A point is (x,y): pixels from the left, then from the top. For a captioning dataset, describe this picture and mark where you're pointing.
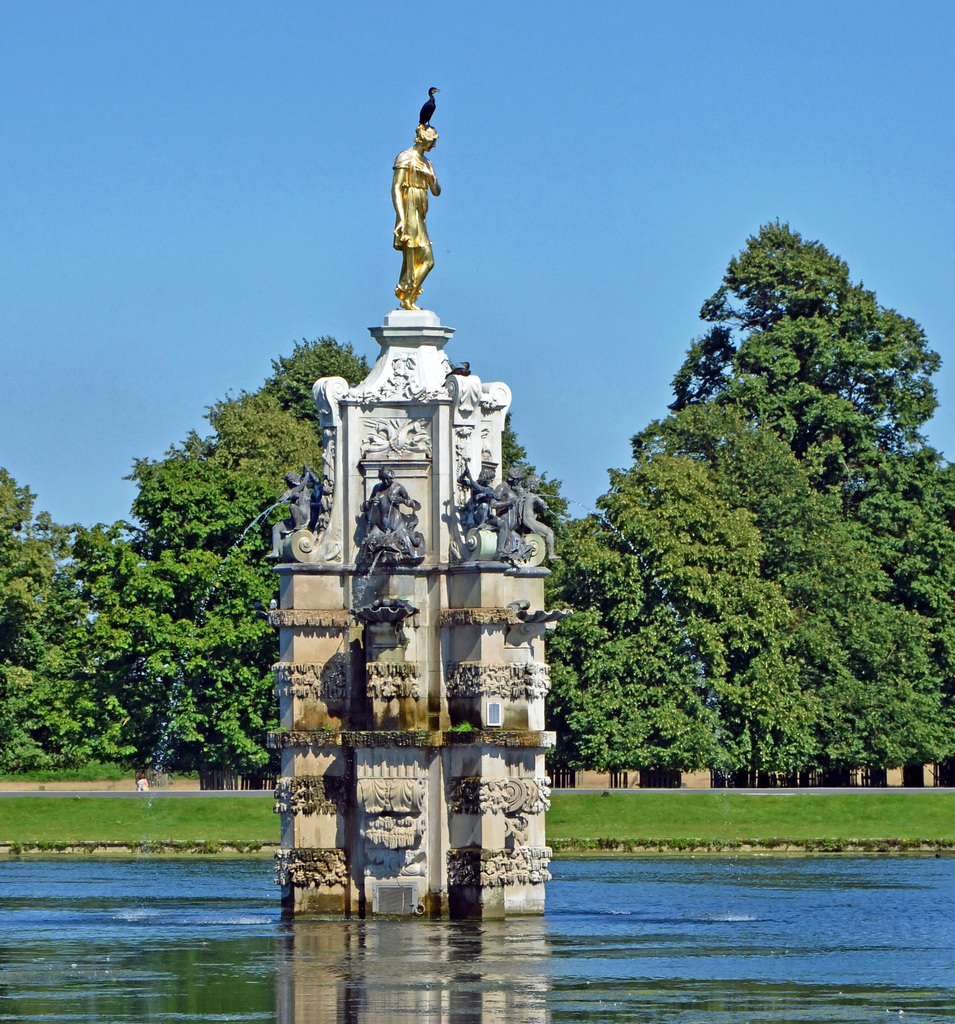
In this picture we can see statues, stone (433,621), water (508,934), and grass (880,826). In the background (96,524) there are trees (908,673) and sky (590,345).
